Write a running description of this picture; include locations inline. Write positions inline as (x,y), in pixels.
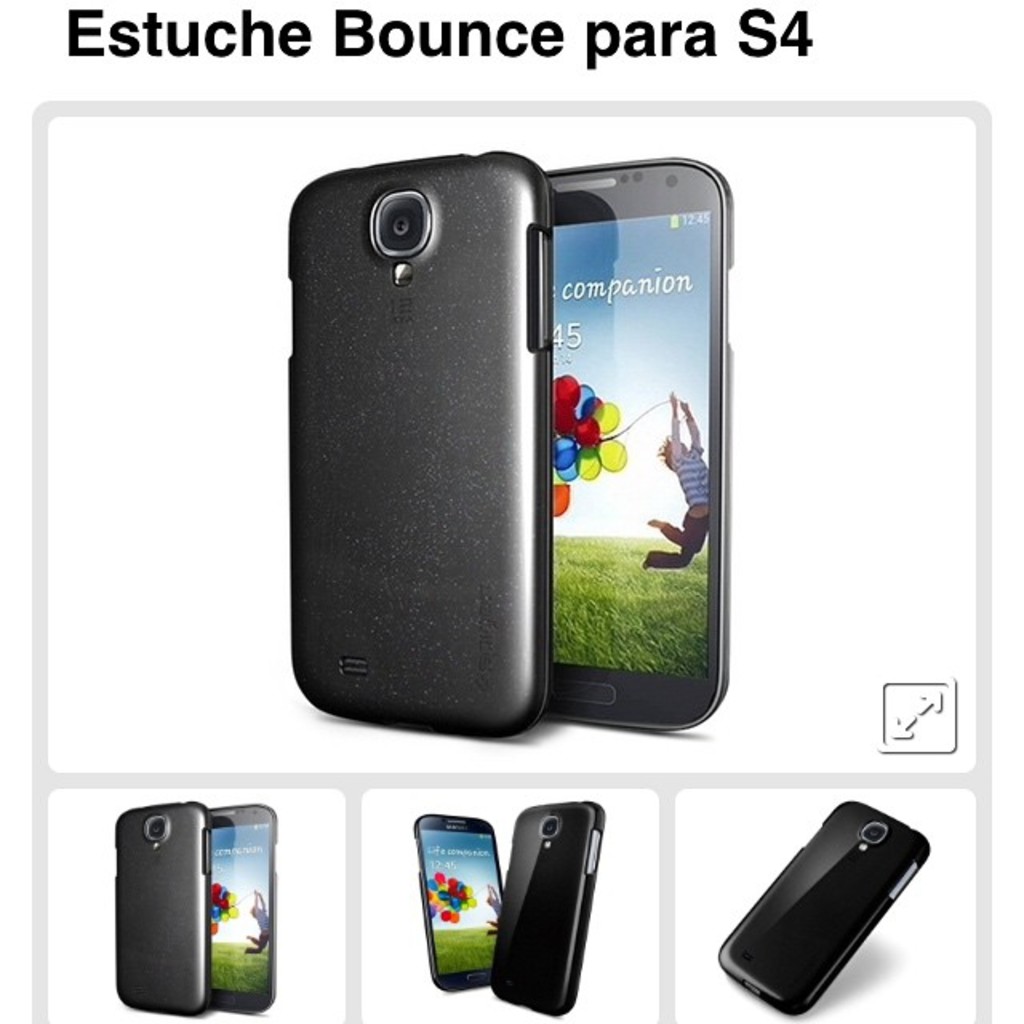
This is the poster where we can see mobiles (537,962) and some text (458,41) is there at the top (754,29).
